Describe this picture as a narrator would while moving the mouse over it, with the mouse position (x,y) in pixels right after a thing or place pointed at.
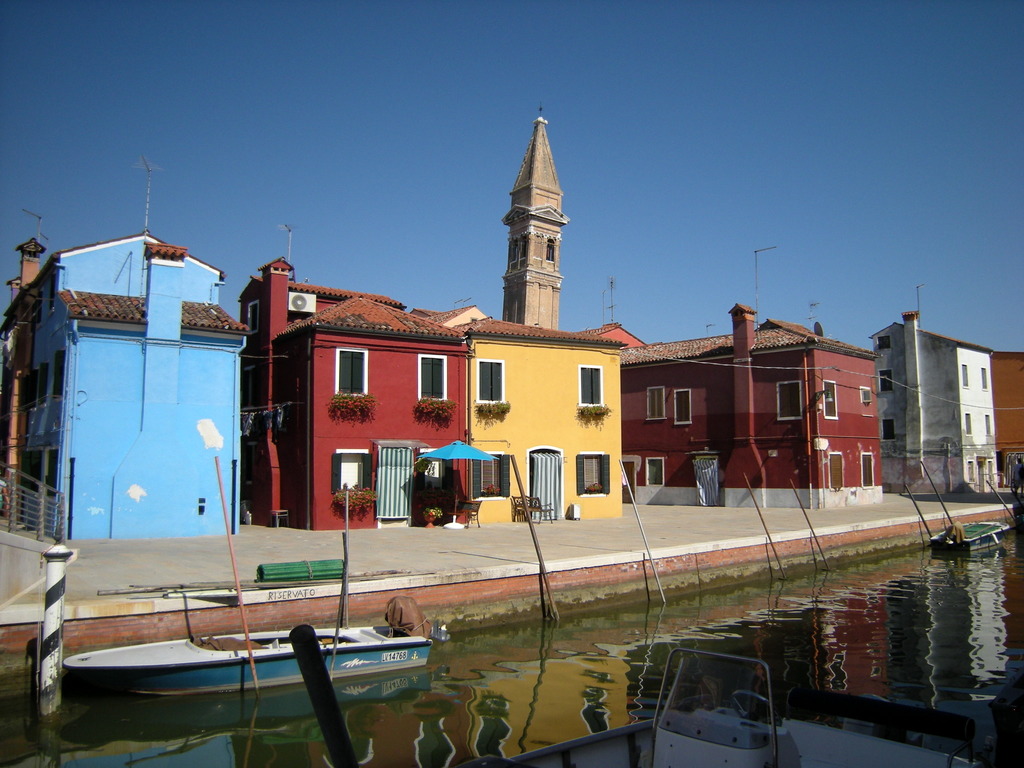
In this image we can see so many colorful houses (658,415), so many antennas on top of the houses (39,250), one canal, so many different objects (297,571) are on the surface (299,556), some curtains (709,471), one staircase (60,504), some poles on the canal (379,739), three boat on the canal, some chairs (467,509), one tent (460,442) in front of the house (611,515), one road (624,513) and at the top (185,121) there is the blue sky (840,177).
